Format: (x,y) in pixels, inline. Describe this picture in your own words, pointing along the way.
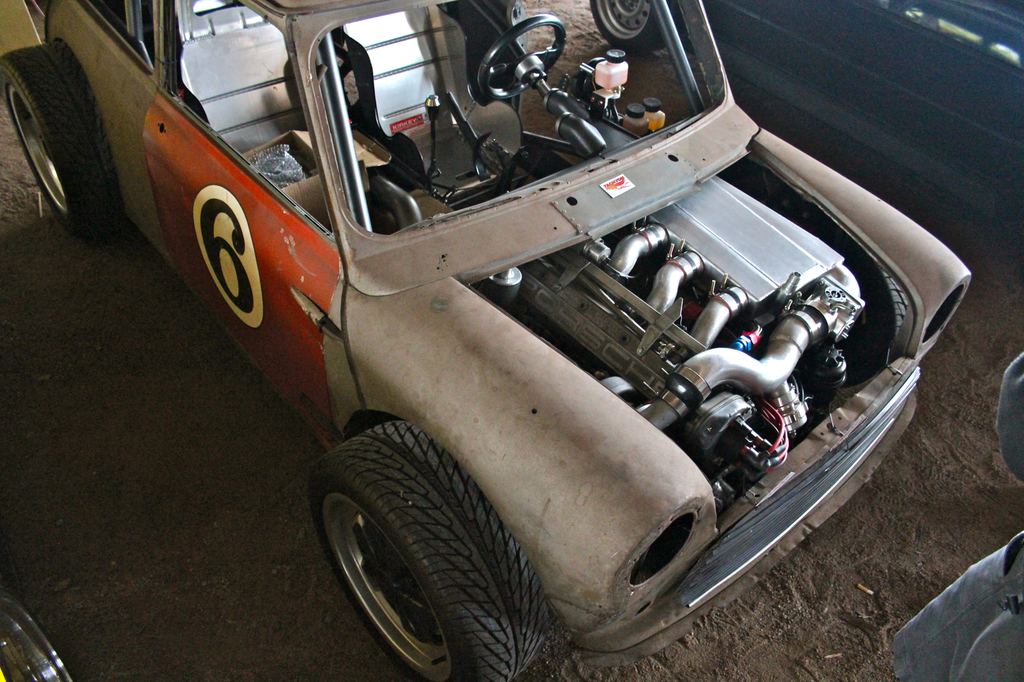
In this image in the front (557,202) there is a car (440,196) with some number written on it and on the right side (1021,629) there is an object (971,611) which is grey in colour. On the top right (933,38) there is a car (842,66) which is blue in colour and on the bottom left (19,651) there is a tyre (24,650).
